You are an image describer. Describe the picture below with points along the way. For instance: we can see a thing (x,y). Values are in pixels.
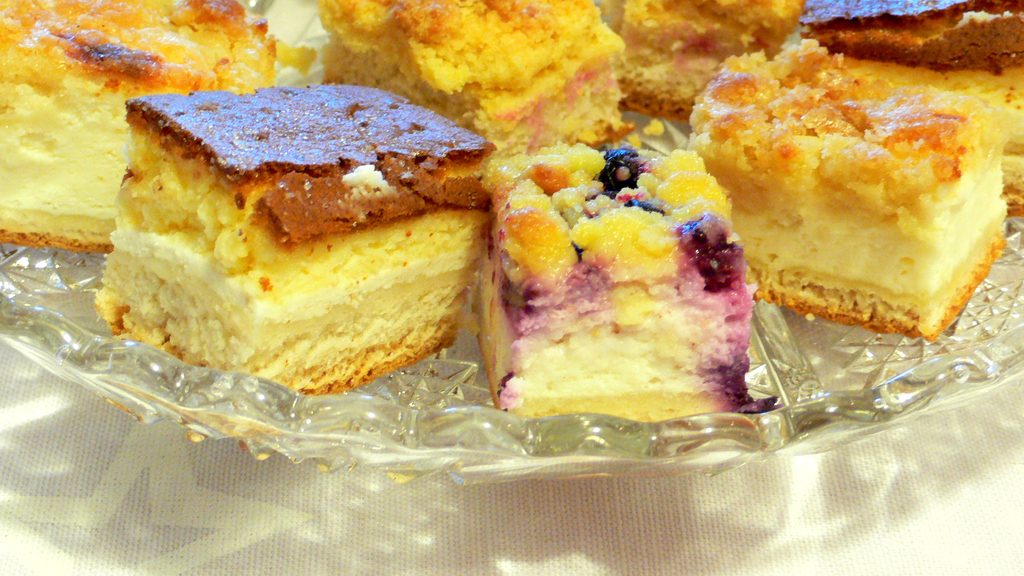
In this image we can see a glass plate (510,434). On the plate (846,354) there are pieces of cake (435,126). And the plate (439,409) is on a white surface (608,519).
